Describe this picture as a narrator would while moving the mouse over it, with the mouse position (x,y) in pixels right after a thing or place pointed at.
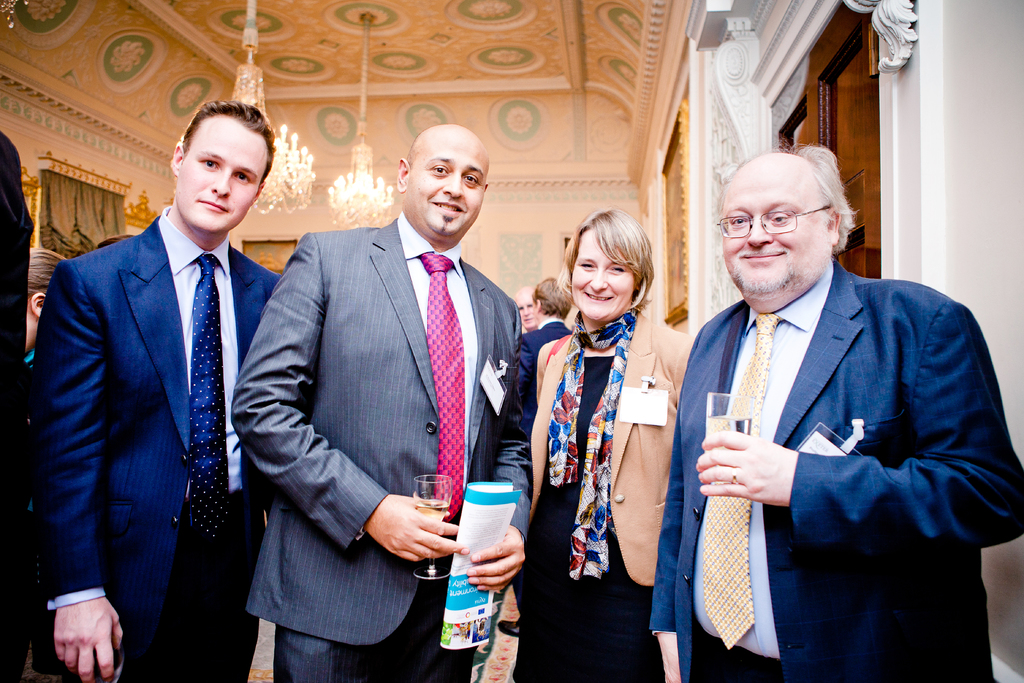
In this picture we can see four people (342,509) standing, smiling and two men (775,321) are holding glasses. In the background (638,50) we can see some people (6,274), ceiling (343,157), chandeliers (285,188), curtains (115,202) and frames (677,160).
